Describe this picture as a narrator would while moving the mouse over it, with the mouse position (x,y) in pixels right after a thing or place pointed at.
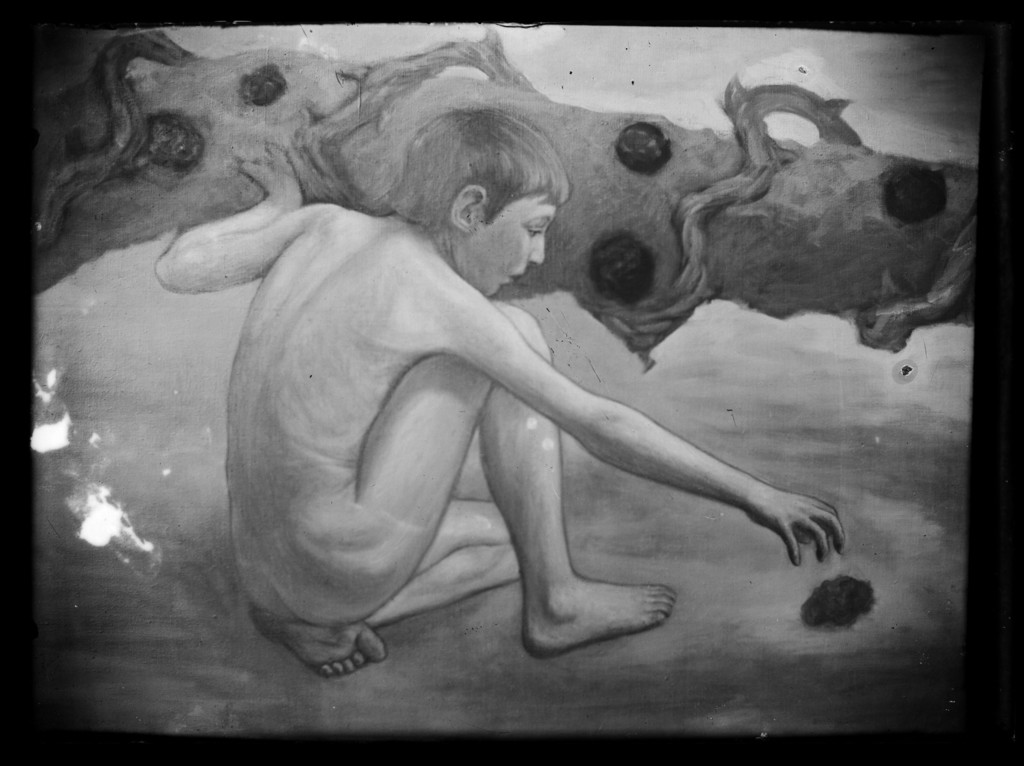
In this image I can see an art (476,625) of the person (468,445). In the background (637,233) I can see some object (692,183) and the image is in black and white.
